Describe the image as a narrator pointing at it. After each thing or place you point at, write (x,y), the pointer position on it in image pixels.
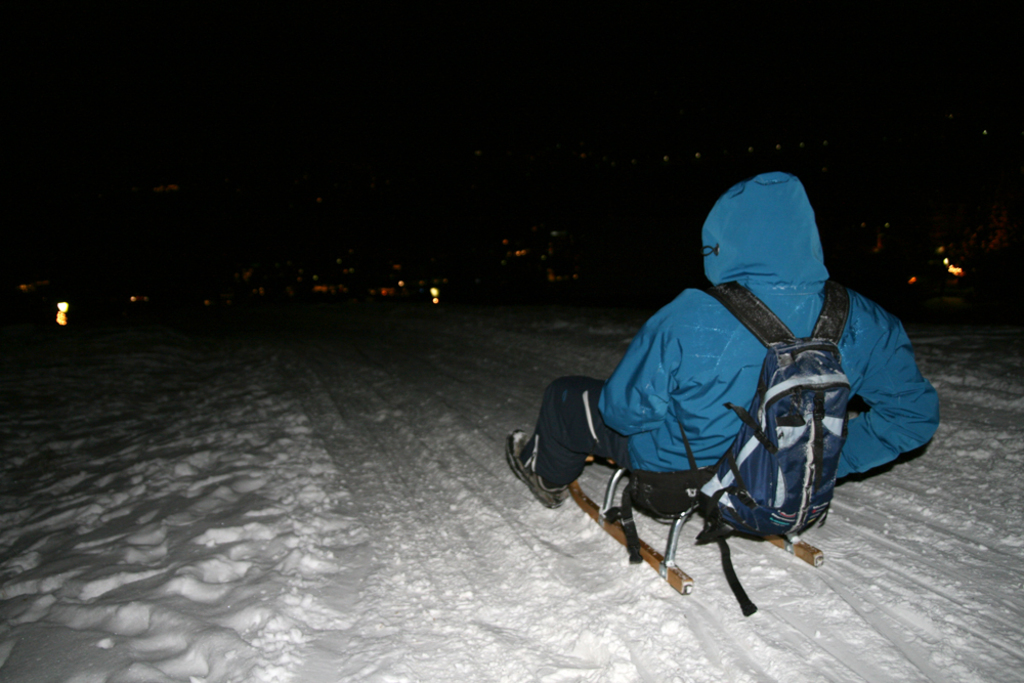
In this picture we can see a person (647,425), he is wearing a bag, here we can see sticks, lights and in the background (1021,13) we can see it is dark.
